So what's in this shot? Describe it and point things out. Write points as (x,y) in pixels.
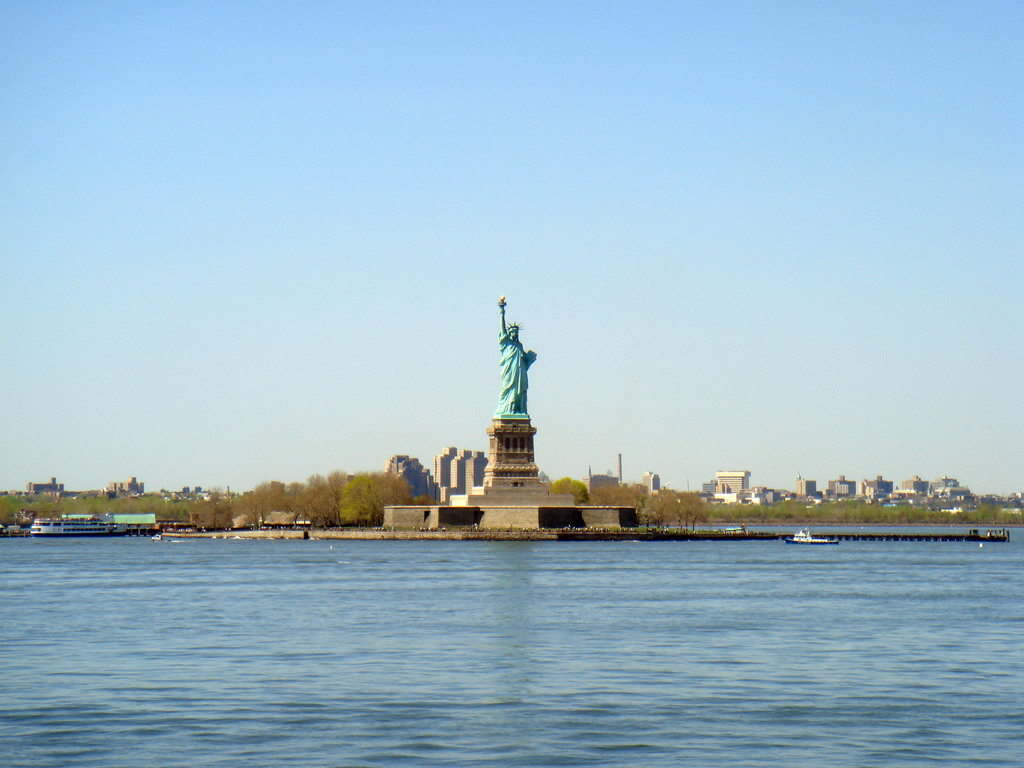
In the center of the image (475,502) we can see one stone (512,486). On the stone (488,479), we can see one liberty statue (517,374). At the bottom of the image (506,675), we can see water (547,638). In the background (468,271), we can see the sky (402,209), buildings (476,485), trees (62,498), boats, water (474,634) and a few other objects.
